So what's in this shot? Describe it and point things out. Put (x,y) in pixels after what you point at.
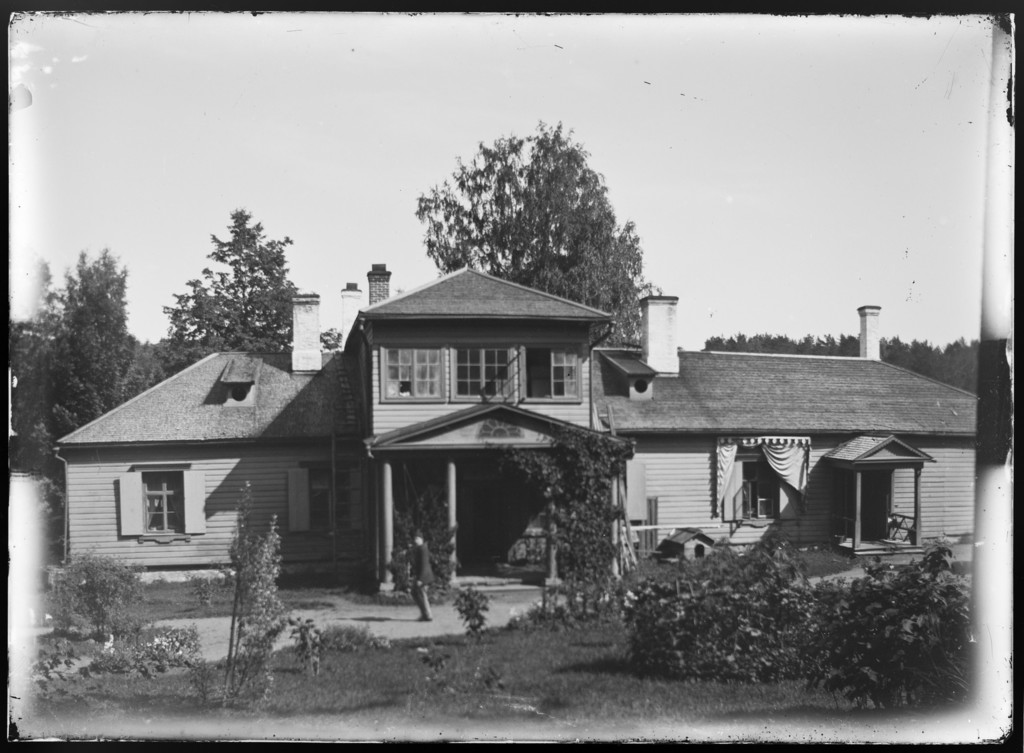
This is a black and white image, in this image there is a grassland (596,655), plants (890,643), in the background (883,146) there is a man (423,606) walking on a path (450,612) and there is a house (192,543), trees (115,334) and the sky (713,134).
